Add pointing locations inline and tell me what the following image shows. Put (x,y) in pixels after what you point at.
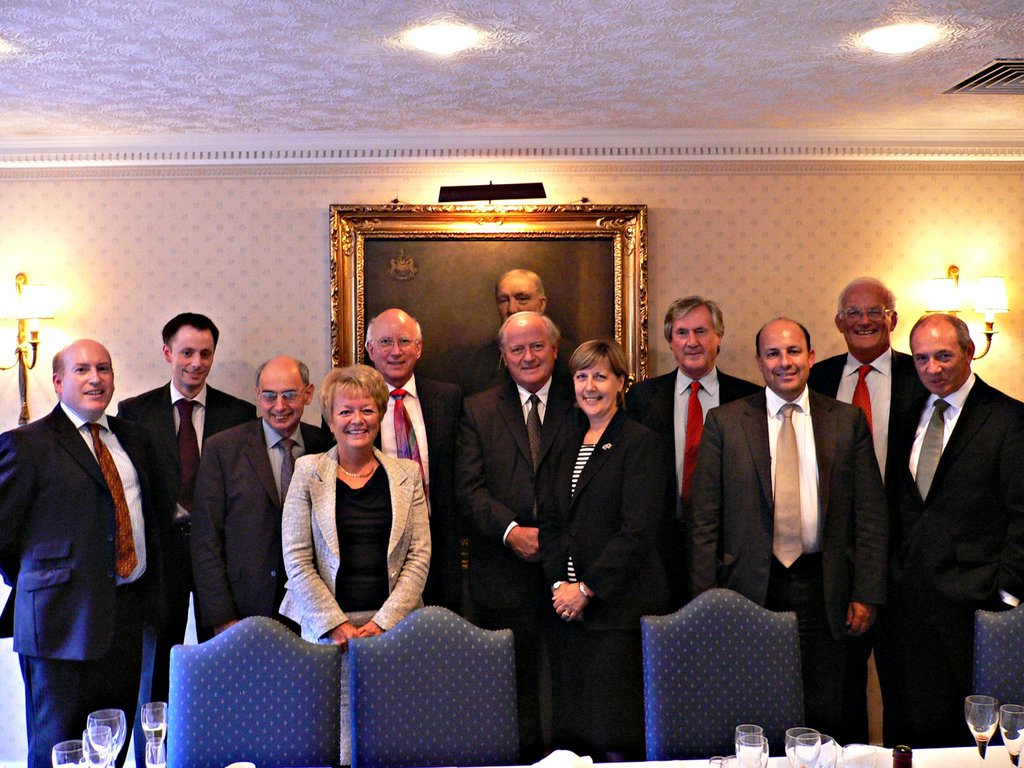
In this image a group of people (579,403) are posing to a photograph, in front of them there are chairs (221,695) and a table (970,753), on that table (608,762) there are glasses (1014,740), in the background (1007,355) there is wall (265,300) to that wall (63,334) there are lights (991,286) and a photo frame (452,251).
